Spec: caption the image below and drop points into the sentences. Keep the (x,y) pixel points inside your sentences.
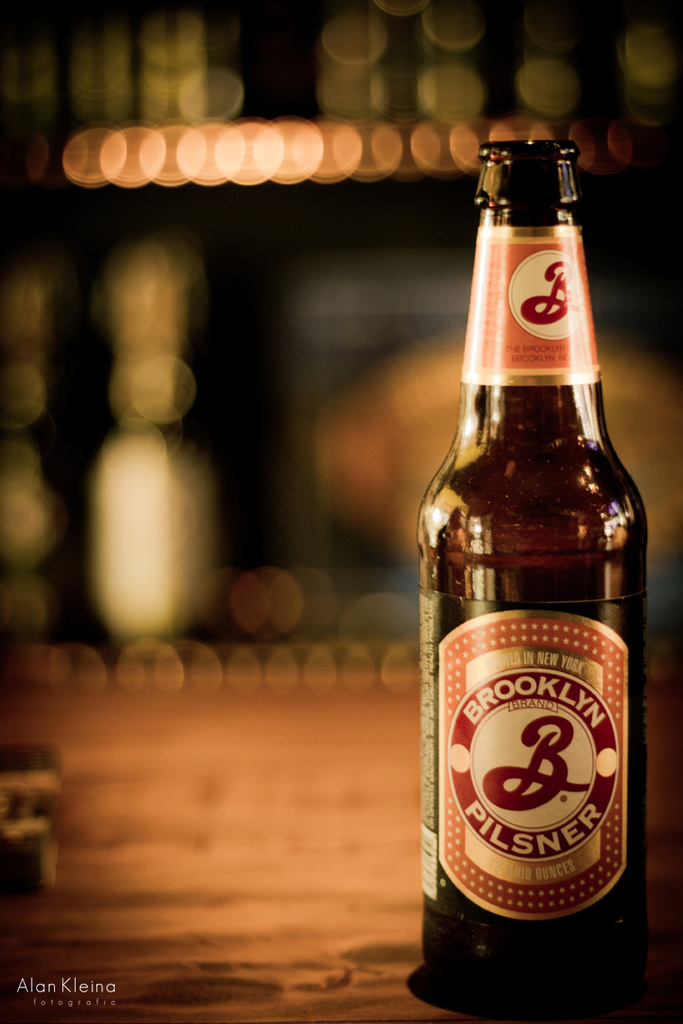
In the image we can see there is a beer bottle (522,517) in front of the image and the background (638,245) the image is blur.
